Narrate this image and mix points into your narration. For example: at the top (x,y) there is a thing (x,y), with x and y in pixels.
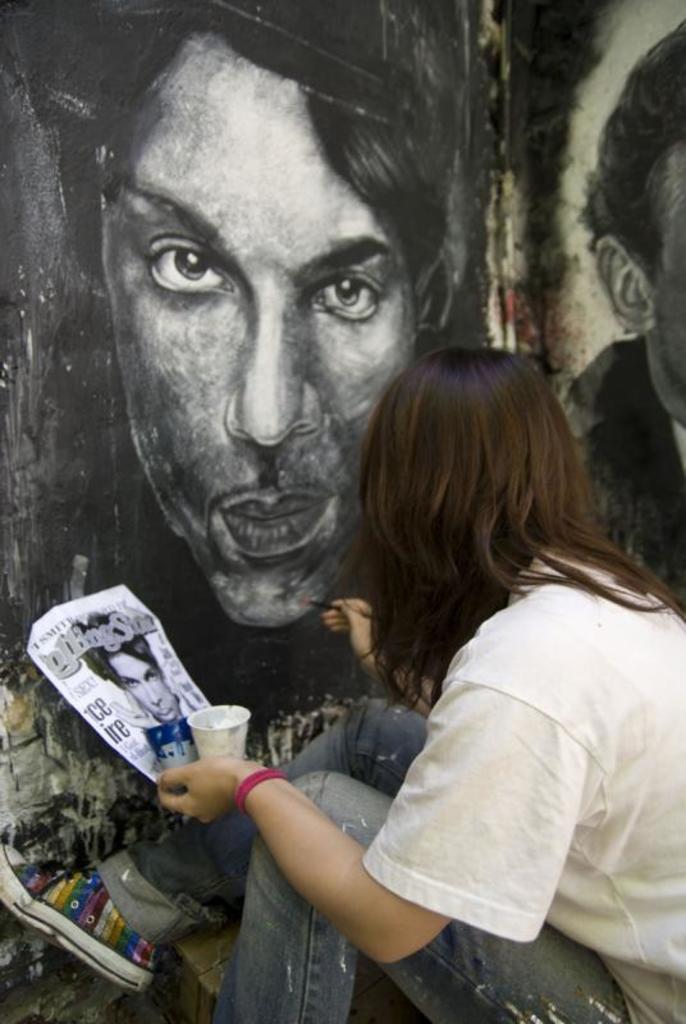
In this picture I can see a person (616,955) holding cups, paper (68,663) and a paint brush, and in the background (339,474) there is a painting (148,29) on the wall (133,106).
